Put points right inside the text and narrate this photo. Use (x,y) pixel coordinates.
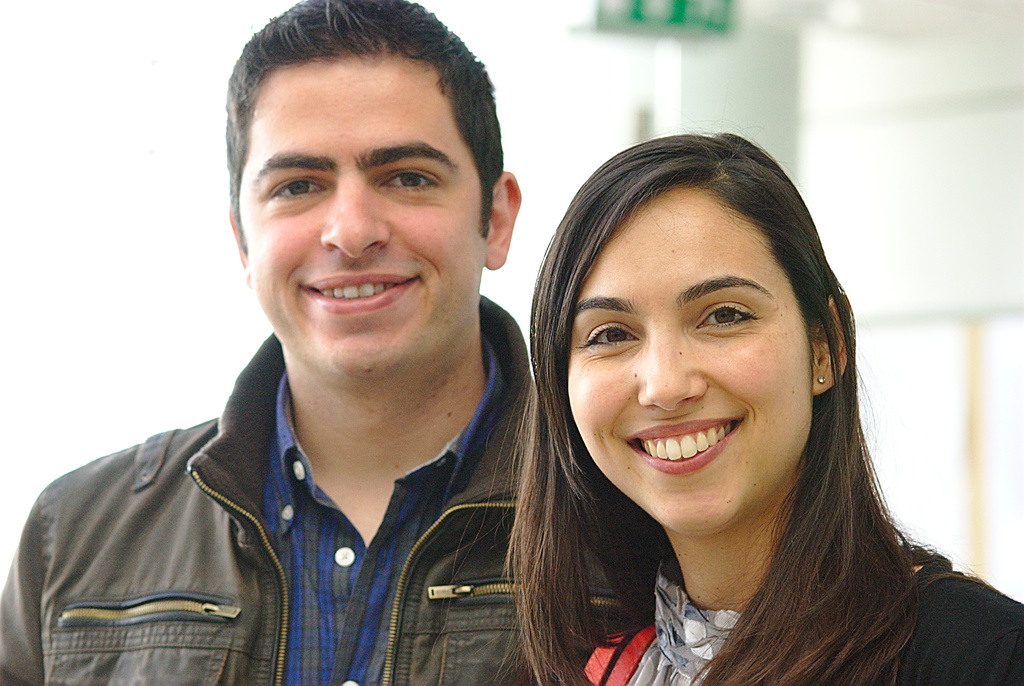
In this image we can see a man (393,362) and a woman (550,427) smiling.
